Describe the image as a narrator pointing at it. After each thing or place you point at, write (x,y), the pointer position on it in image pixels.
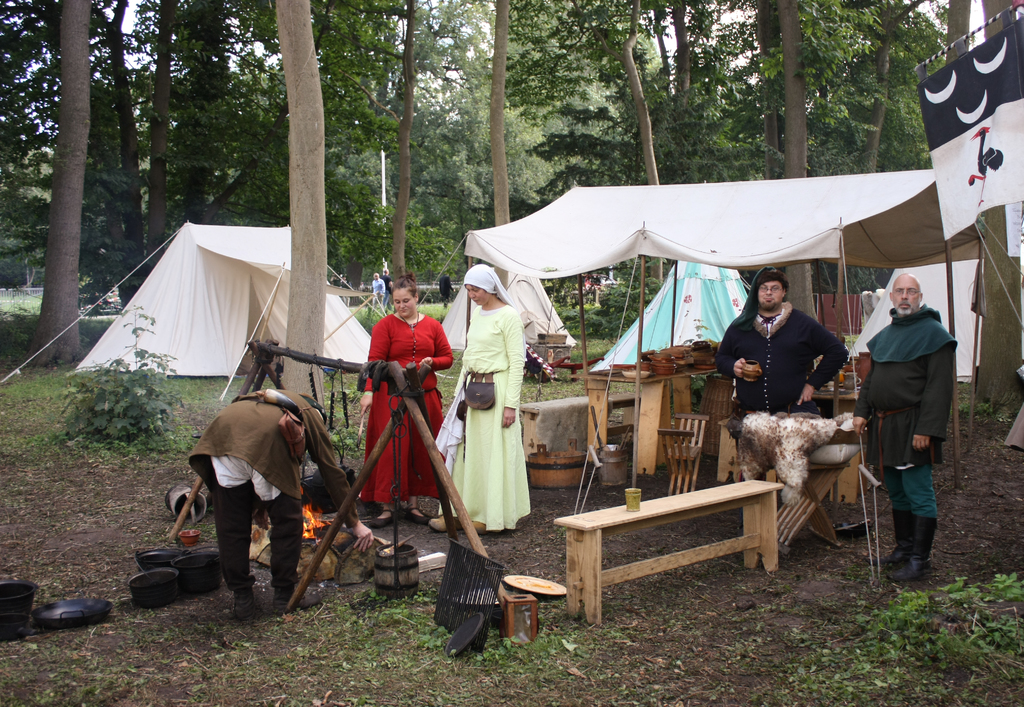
In this picture there are people (522,474) and we can see objects (663,362) on tables (659,446), glass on the bench (609,576), wooden stand (407,399), bowls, pan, bucket (193,514) and objects (379,373). We can see grass (142,535), tents (884,255), banner (1021,28), plants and trees (319,308). In the background of the image (398,28) we can see the sky (398,28).
